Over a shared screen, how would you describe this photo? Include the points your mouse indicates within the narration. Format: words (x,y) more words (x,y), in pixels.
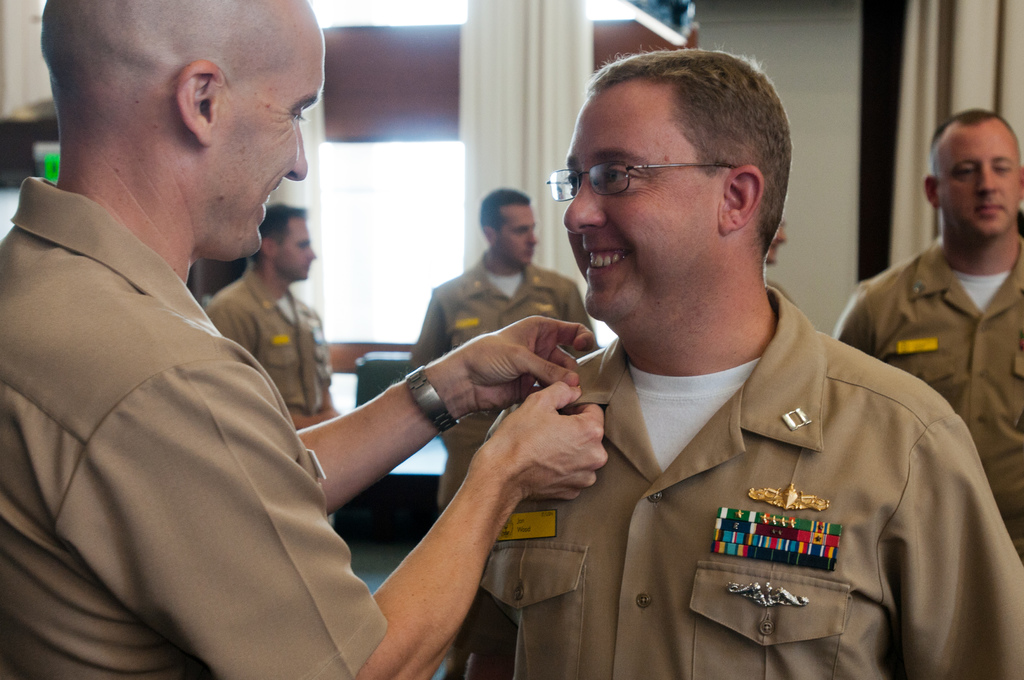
In this image there is man (238,429) he is holding collar (607,429) of another man (674,496), behind them there are four men (904,288) standing, in the background (863,64) there is a wall (700,18) and curtains (579,22).
